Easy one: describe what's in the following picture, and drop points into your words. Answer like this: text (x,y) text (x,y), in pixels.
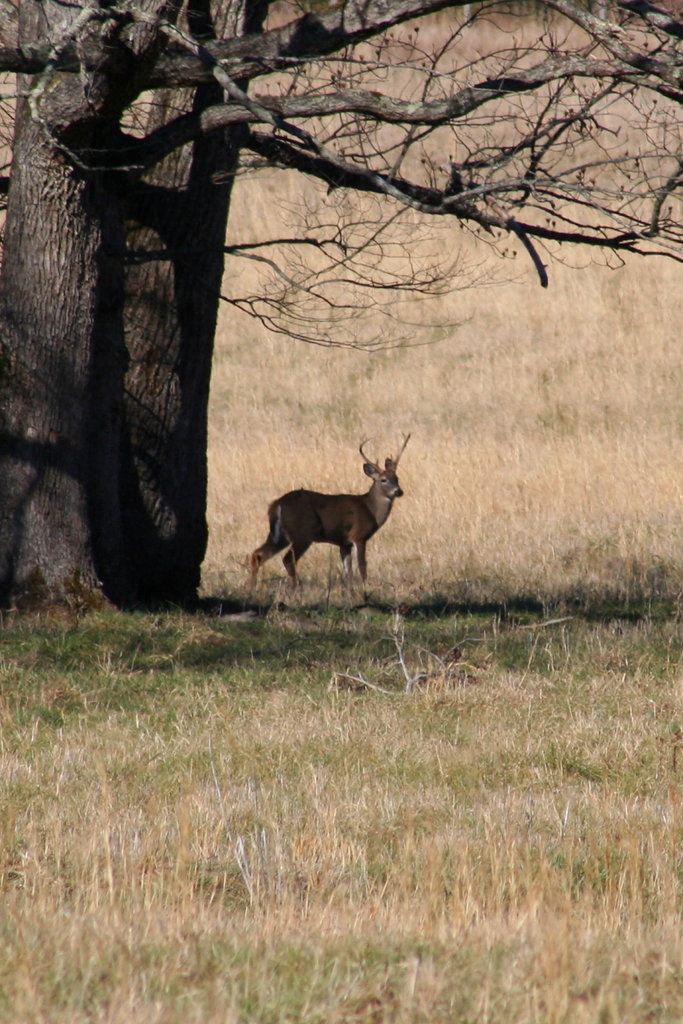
In the center of the image (364,499) we can see a deer (346,514). At the bottom (219,927) there is grass (273,795). In the background (53,256) there are trees (159,327).
